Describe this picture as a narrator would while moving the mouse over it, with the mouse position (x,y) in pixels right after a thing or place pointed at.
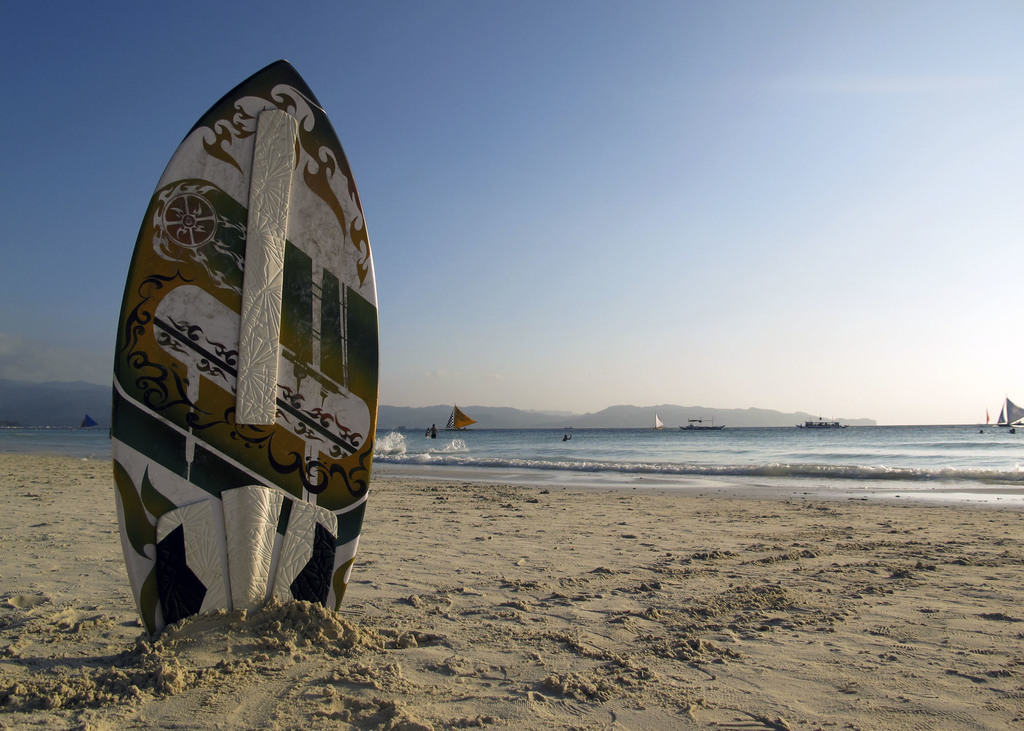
In this image there is a surfboard (247,274) which is standing on the sand (185,634). In the background (770,459) there is an ocean (548,457) in which there are some people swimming and there are some boats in the ocean (781,443). At the top (716,138) there is sky (705,168). At the bottom (540,649) there is sand (512,663).
